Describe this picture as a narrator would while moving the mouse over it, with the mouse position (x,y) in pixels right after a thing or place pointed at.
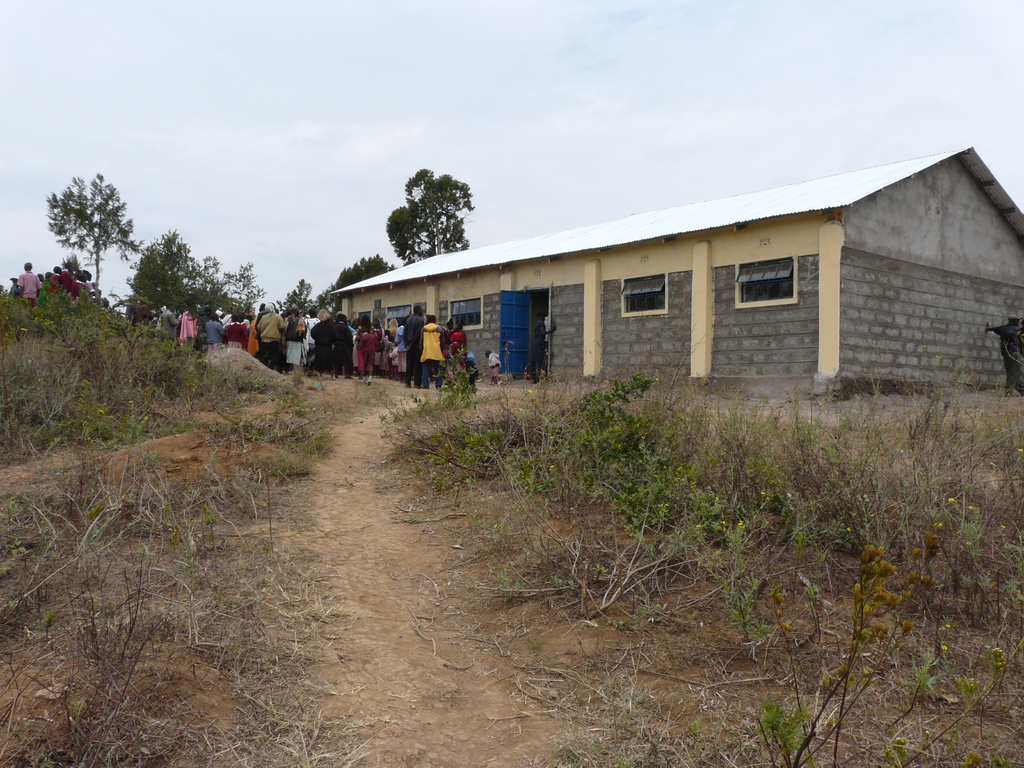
As we can see in the image there is dry grass (157,507), house (520,297), many people (383,342) and trees (67,230). On the top (872,17) there is sky (442,25).
